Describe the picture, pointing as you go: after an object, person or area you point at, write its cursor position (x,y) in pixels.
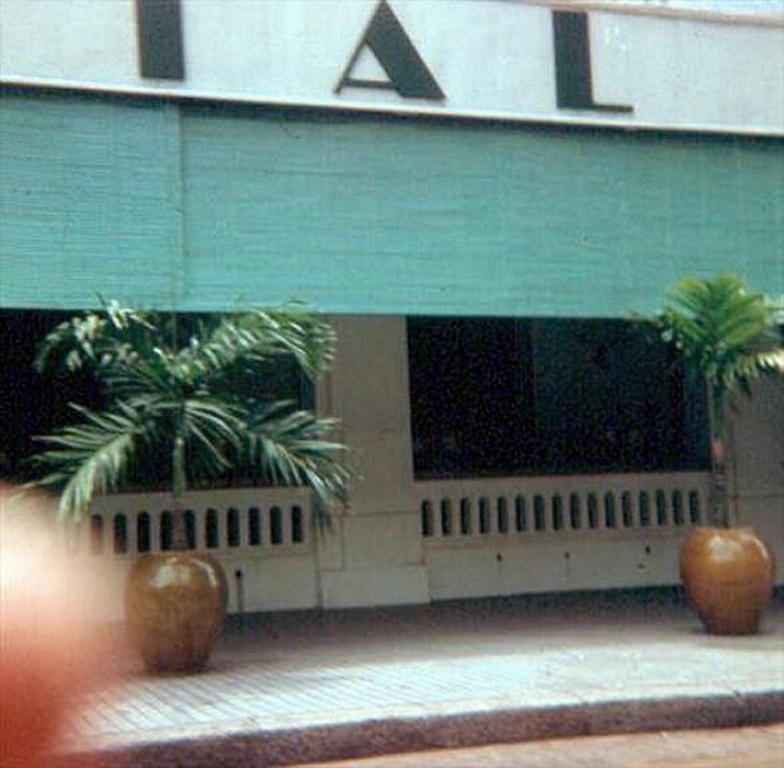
In this image I can see plant pots (202,599) on the ground (560,645). In the background (487,516) I can see a fence (512,518), a wall (446,51) which has something written on it and a green color object (373,251).
